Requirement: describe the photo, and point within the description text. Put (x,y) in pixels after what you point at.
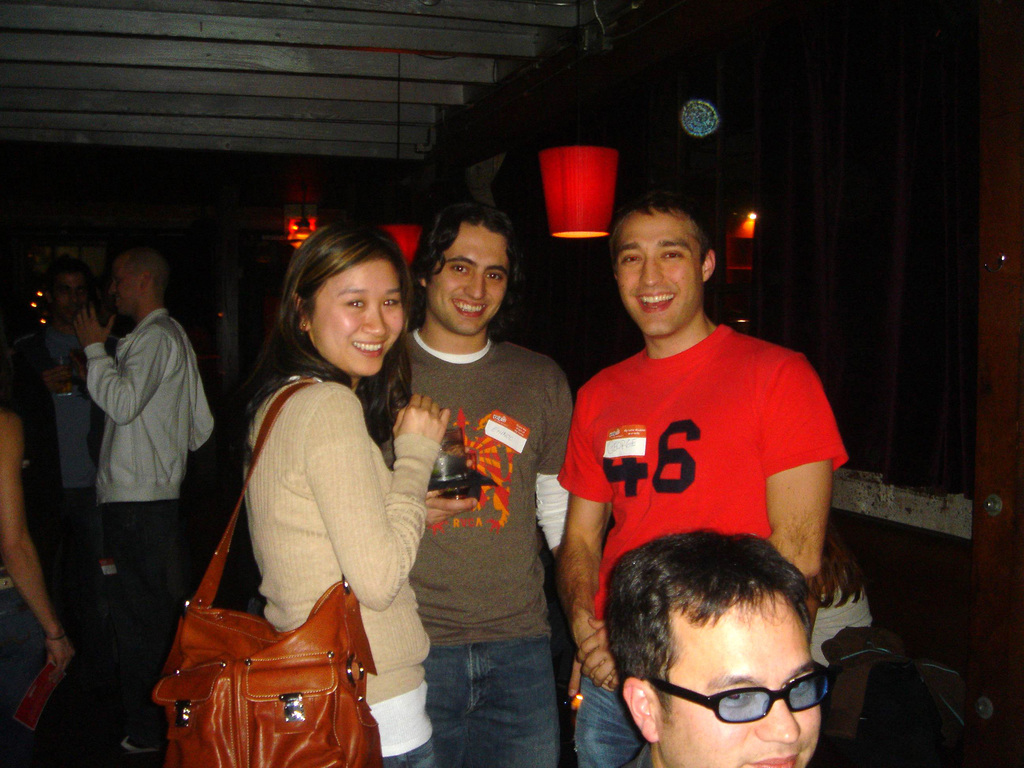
There are three members (703,458) in this picture. Two of them (524,429) were men (484,390) and other one (380,398) was woman (309,471), whose carrying a bag (267,678) on their shoulders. All of them were smiling. In front of them there is a guy (726,622) sitting. In the background (163,403) there are some people (112,412) standing and there is a wall (264,189) here.
